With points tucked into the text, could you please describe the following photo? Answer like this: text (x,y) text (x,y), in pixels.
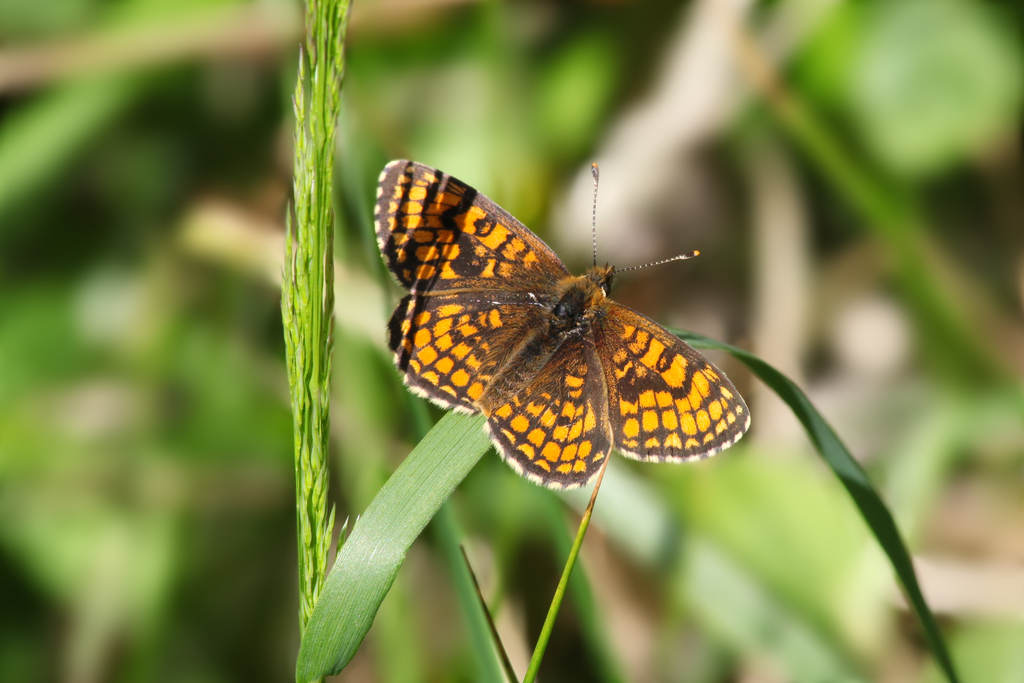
There is a butterfly (656,382) in the center of the image (496,408) on a leaf (472,442) of a plant (472,442) and the background (78,413) is blurry.
